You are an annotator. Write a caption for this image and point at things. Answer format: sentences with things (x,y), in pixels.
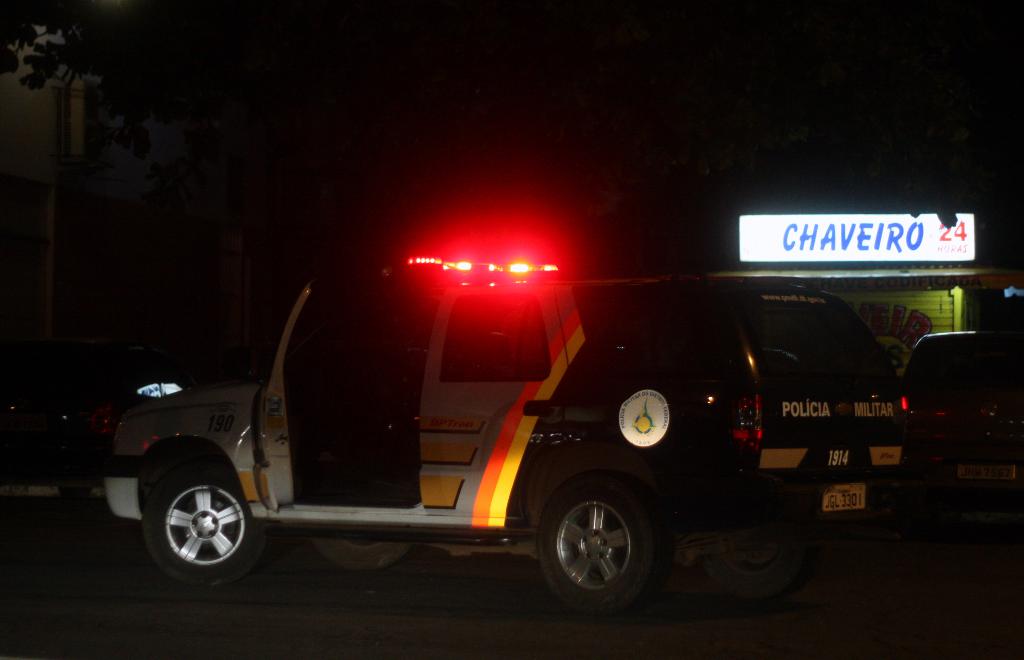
In this picture we can see a car (485,431) and lights (514,270) here, in the background (836,251) we can see a hoarding (912,235) here, we can see dark background (586,108).
